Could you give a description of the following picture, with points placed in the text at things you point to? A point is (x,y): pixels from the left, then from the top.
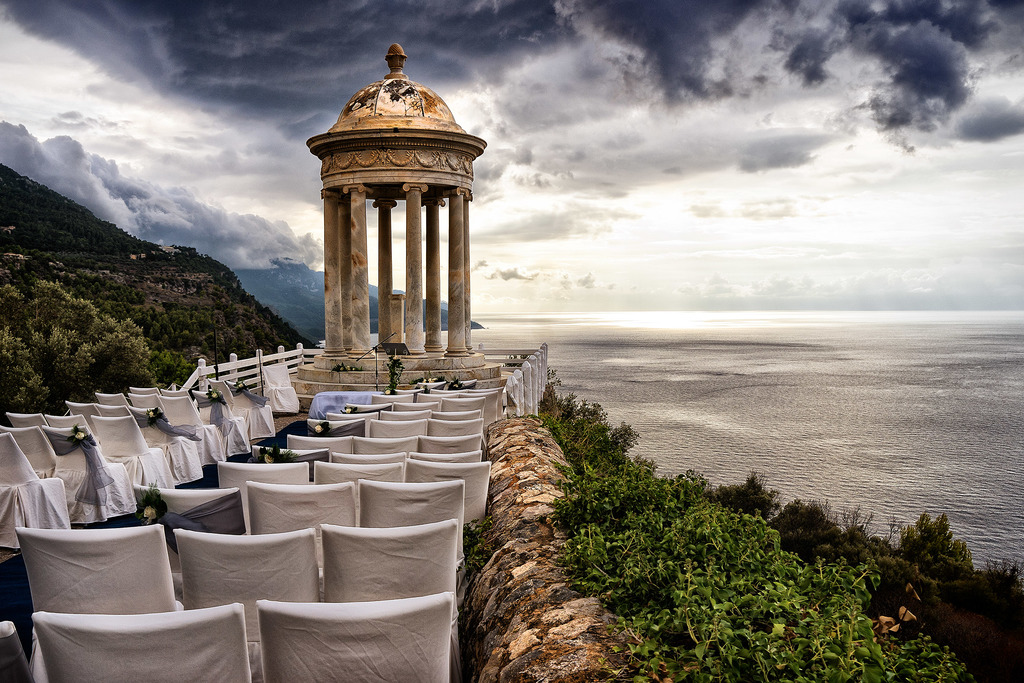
In this image there is one monument (437,282) in middle of this image (453,277) and there are some chairs (418,457) at bottom left side of this image (255,546). There is a sea (598,351) at right side of this image (708,441) and there are some trees (646,479) at bottom right side of this image (738,592) and left side of this image (123,332) as well. There are some mountains (200,265) at left side of this image (315,266) and there is a cloudy sky (517,112) at top of this image (603,114).
